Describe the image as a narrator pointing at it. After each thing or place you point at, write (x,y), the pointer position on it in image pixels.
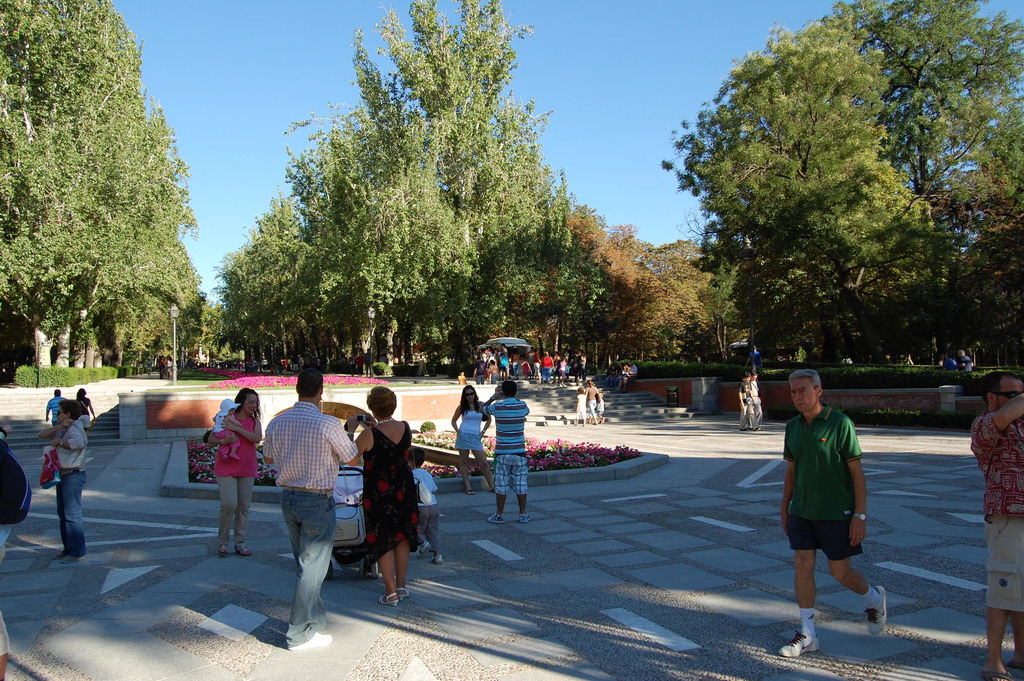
In the picture we can see a path (630,582) with many people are standing and some are walking and behind them we can see some plants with many flowers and in the background (1009,228) we can see many trees (53,106) and the sky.
